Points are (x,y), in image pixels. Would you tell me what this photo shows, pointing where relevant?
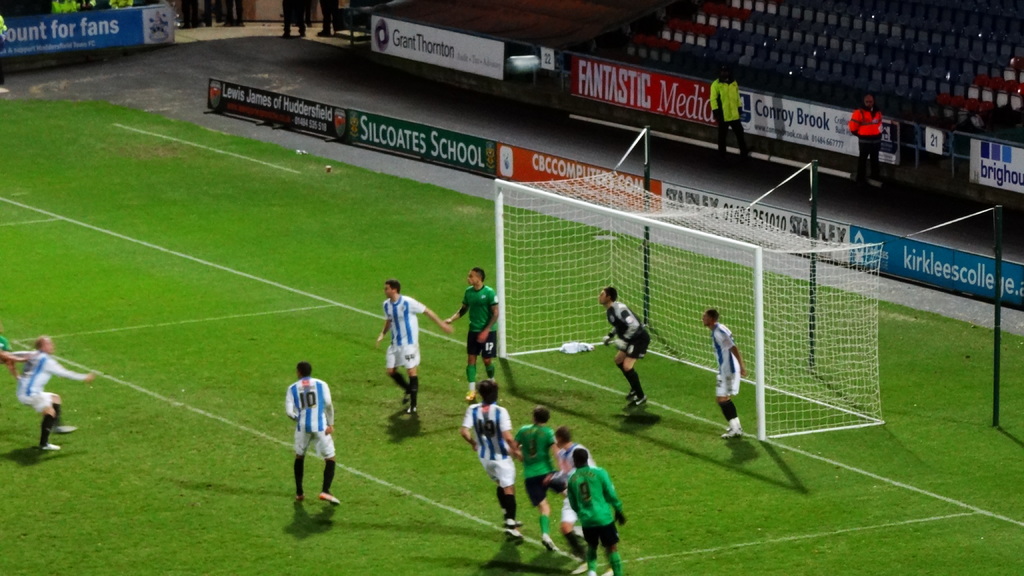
In the image we can see there are people (314,414) standing on the ground (400,461) and the ground (265,407) is covered with grass (282,282). Behind there is a net (622,267).
